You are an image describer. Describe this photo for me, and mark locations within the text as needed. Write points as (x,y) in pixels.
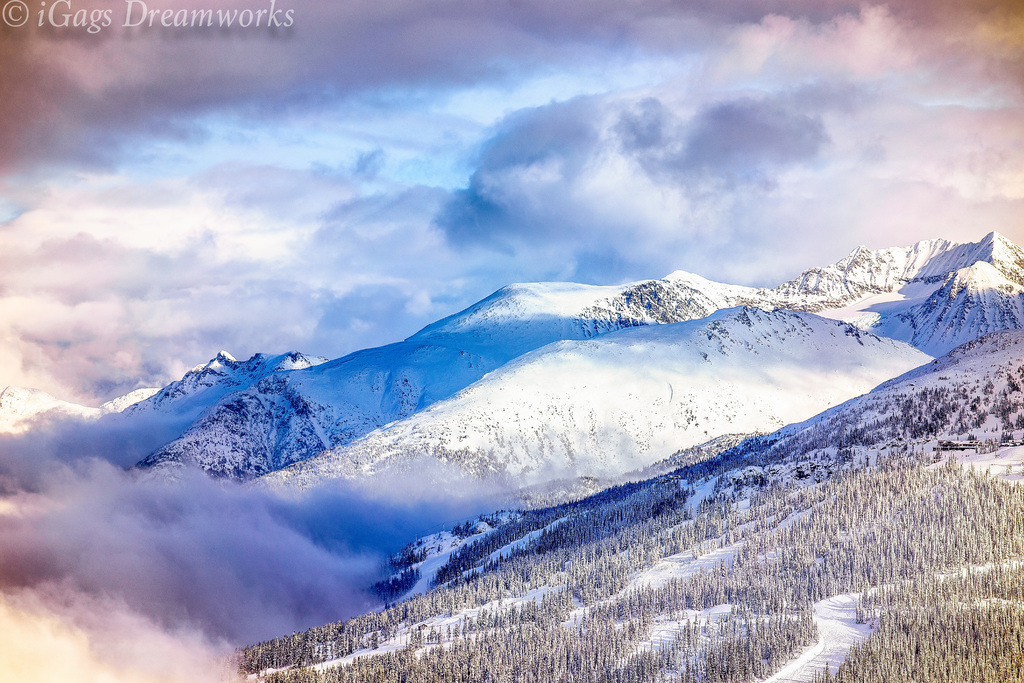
At the bottom of the picture (772,615), we see trees (901,656) and ice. In the background (527,418), we see the hills (648,421) which are covered with the ice (568,379). At the top of the picture (507,103), we see the sky (540,186) and the clouds (591,148). This might be an edited image.
